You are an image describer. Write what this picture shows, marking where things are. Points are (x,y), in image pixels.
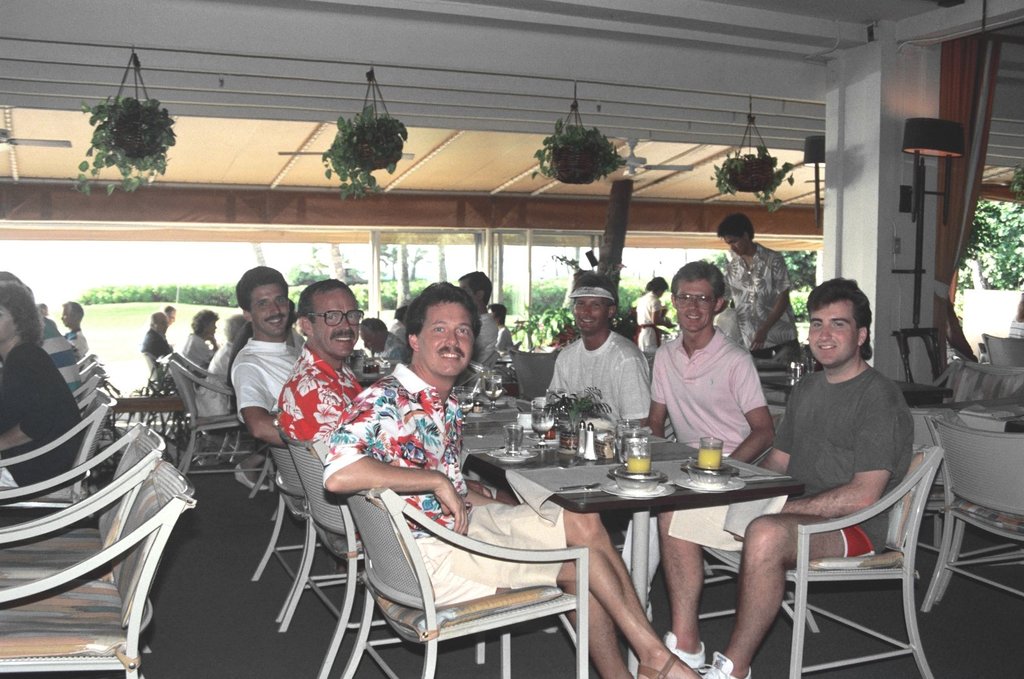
In this picture there are group of people (335,367), those who are sitting around the table (598,470) and there is a table (555,443) in between them on which there are food items (648,471), there are flower pots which are hanged on the ceiling (22,56) in the image, it seems to be a hotel (207,540).
